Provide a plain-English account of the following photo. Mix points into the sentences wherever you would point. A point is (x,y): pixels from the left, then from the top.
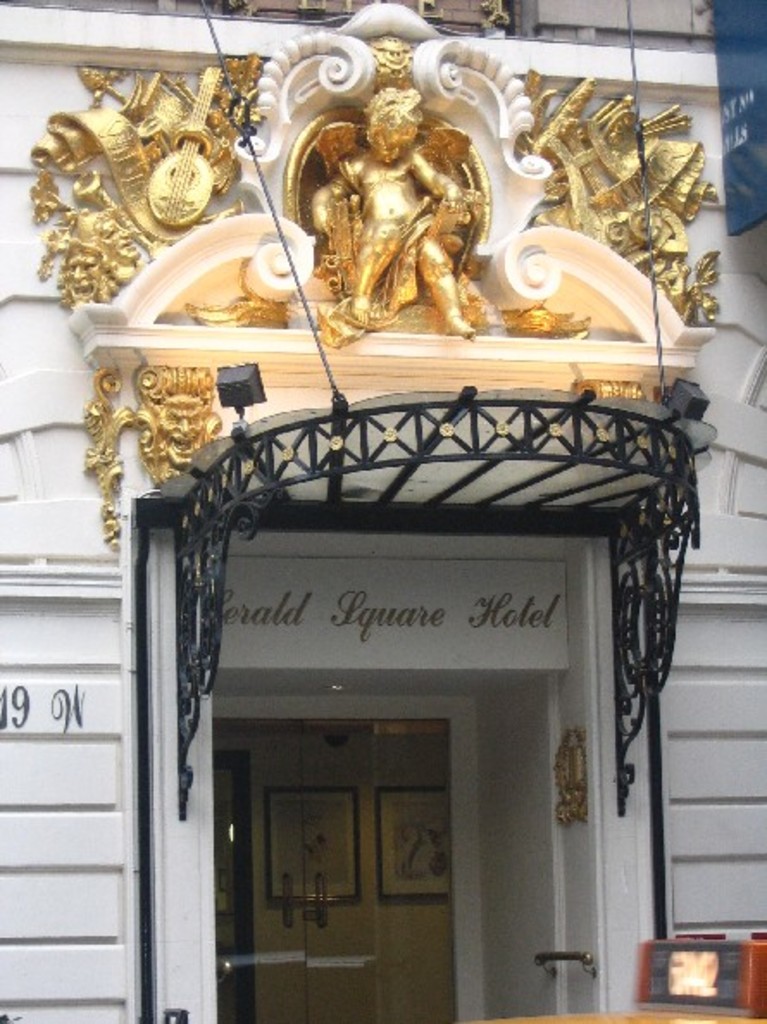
In this image we can see sculptures (242,305) and designs (55,138) on the wall (14,121). There are texts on the wall (500,705) and we can see doors (382,727). Through the glass (405,963) we can see frames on the wall (407,757). On the right side (760,72) we can see objects (765,87).
